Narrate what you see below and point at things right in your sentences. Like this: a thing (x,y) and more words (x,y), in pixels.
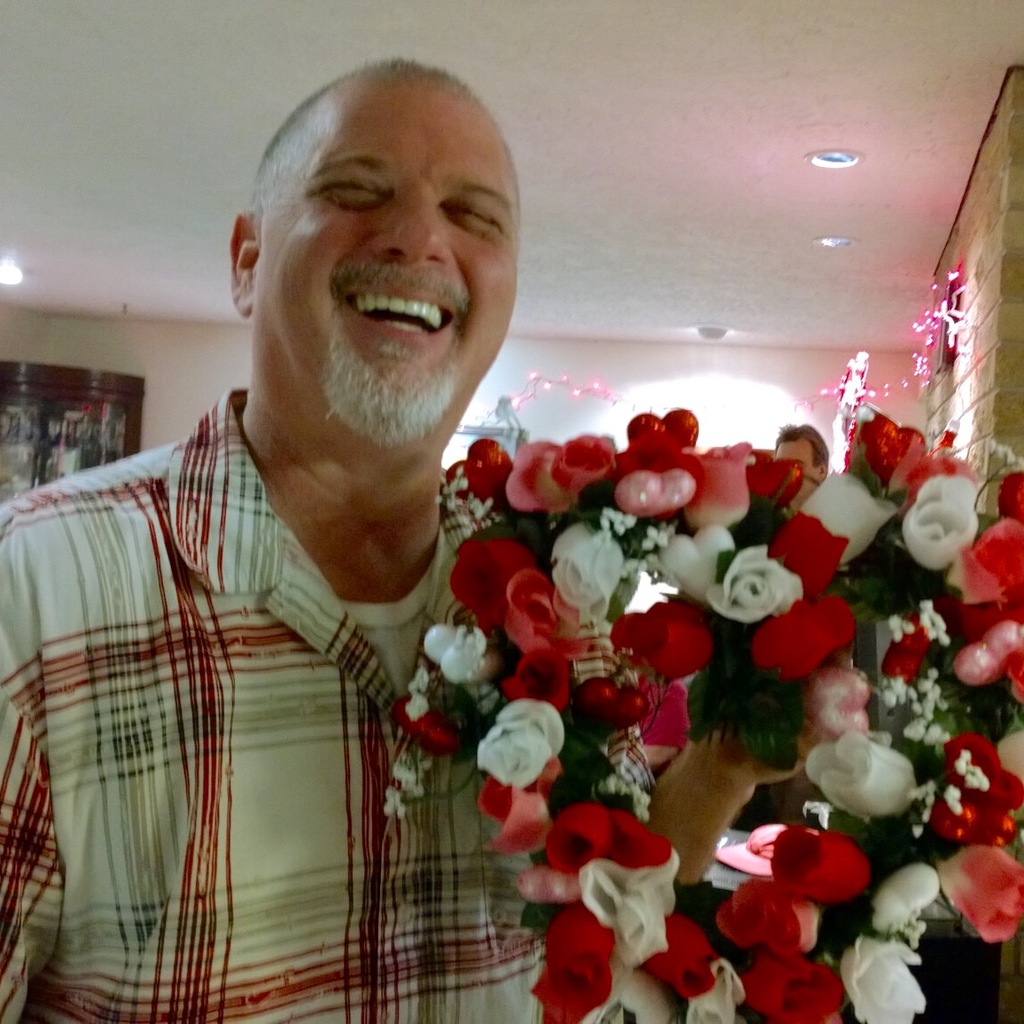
In this image in front (373,415) there is a person (316,662) wearing a smile on his face (364,271) and he is holding the bouquet (876,933). Behind him there is a table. On top of it there is a cap (769,834). Behind the table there is a person (802,491). In the background of the image (807,386) there is a wall (726,355). There are decorative items (823,397). On the left side of the image (124,383) there is some object (124,383). On top of the image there are lights (859,159).
